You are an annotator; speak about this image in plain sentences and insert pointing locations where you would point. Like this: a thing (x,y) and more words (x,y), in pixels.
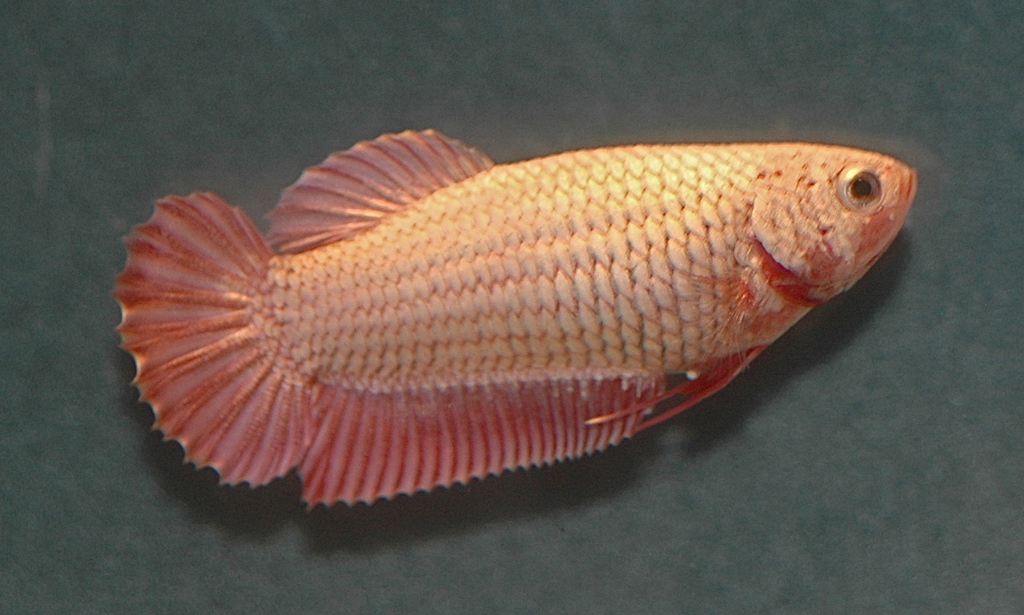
In this image I can see a pink and cream colour fish (468,259).
